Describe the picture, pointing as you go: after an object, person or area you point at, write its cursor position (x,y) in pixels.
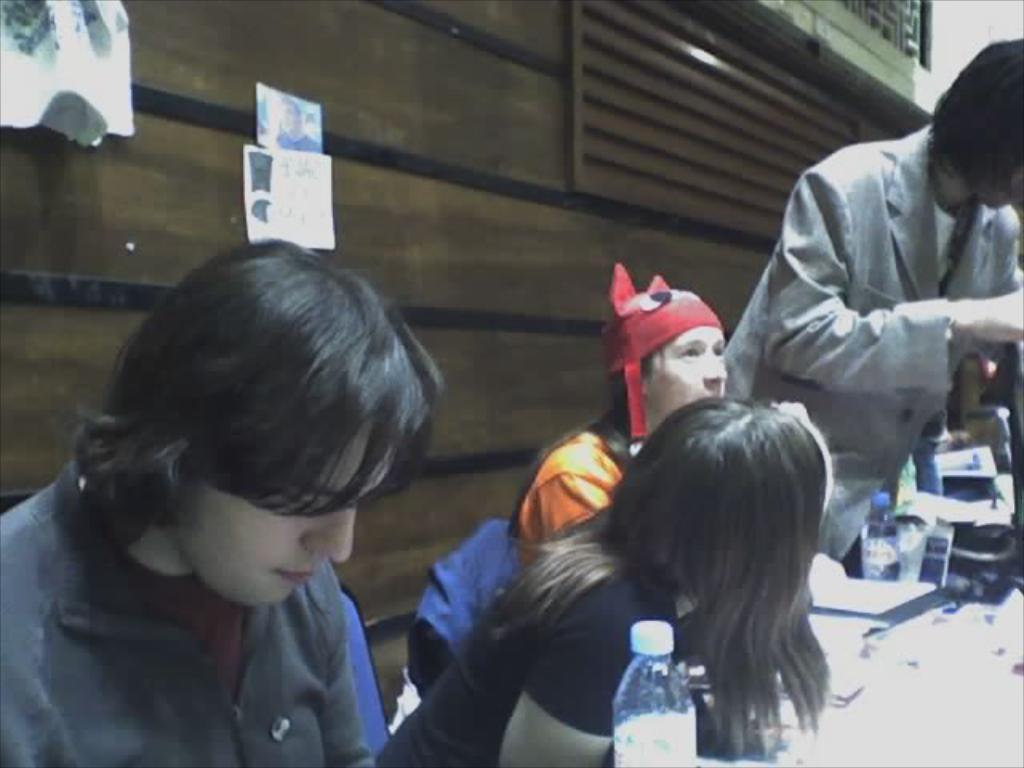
In this picture i could see three persons (707,473) sitting on the table (969,632) and doing their work. In the background (438,178) there is a wooden planks (507,156) and on the table (903,697) there is some papers (863,706) bottles (671,758) and some other stuff (984,545).
